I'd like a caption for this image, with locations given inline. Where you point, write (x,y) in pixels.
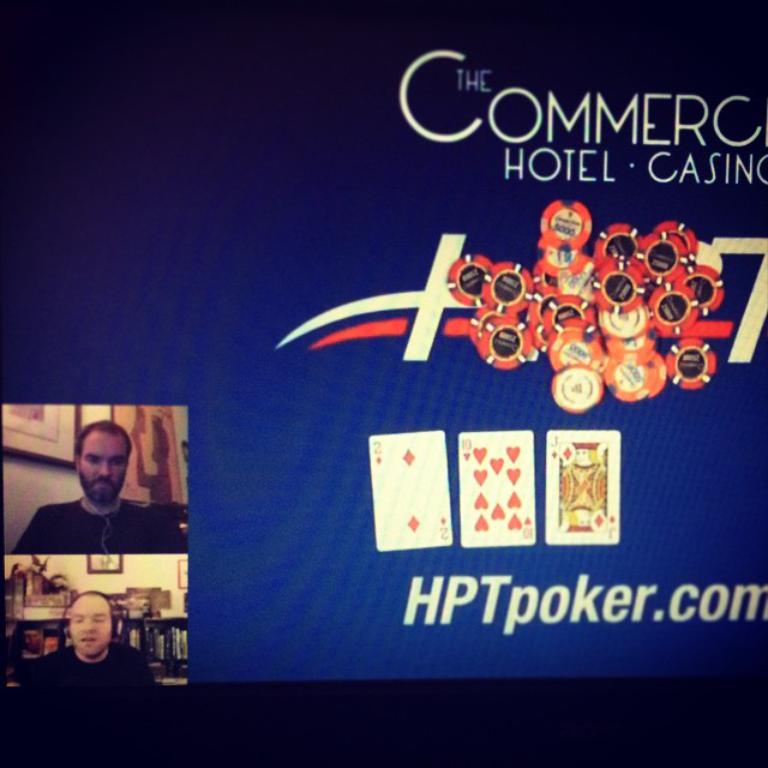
In this image we can see the display screen (194,395) with the text (528,136), coins (577,329), cards (497,467) and also the people (105,625).
